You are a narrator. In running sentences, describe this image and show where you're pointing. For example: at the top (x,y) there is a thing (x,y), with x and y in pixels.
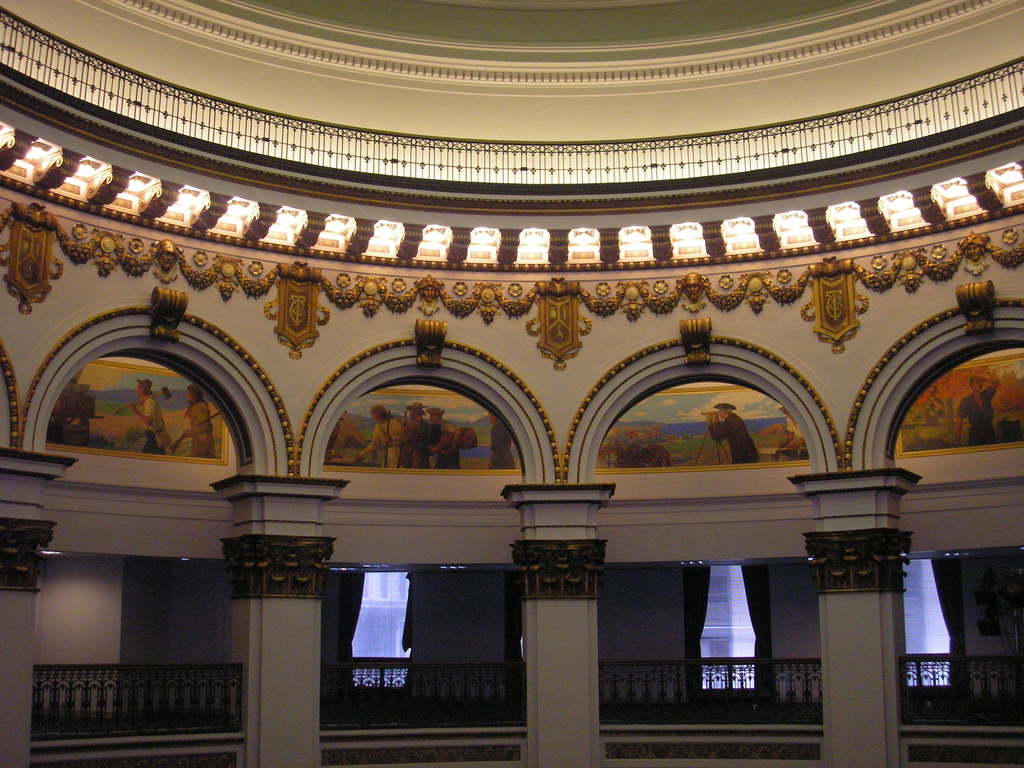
This is an inside view of a building (597,762). We can see arches (522,382) and some paintings (963,428) on the wall (663,513) in this building (215,528). There is some fencing (334,677) from left to right. We can see few lights (962,206) on top (1001,180).
